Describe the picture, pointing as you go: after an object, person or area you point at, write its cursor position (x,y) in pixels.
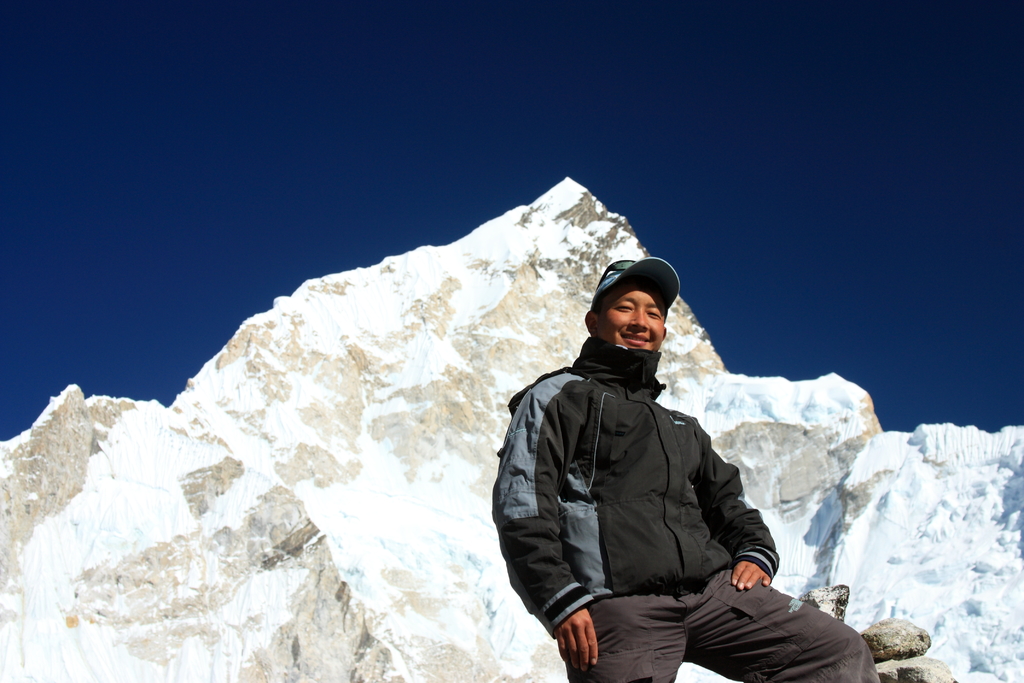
In the image in the center (559,384) we can see one person (518,507) standing and he is smiling, which we can see on his face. And he is wearing cap (668,307) and jacket (647,471). In the background (445,243) we can see sky (766,154) and hills (240,412).
